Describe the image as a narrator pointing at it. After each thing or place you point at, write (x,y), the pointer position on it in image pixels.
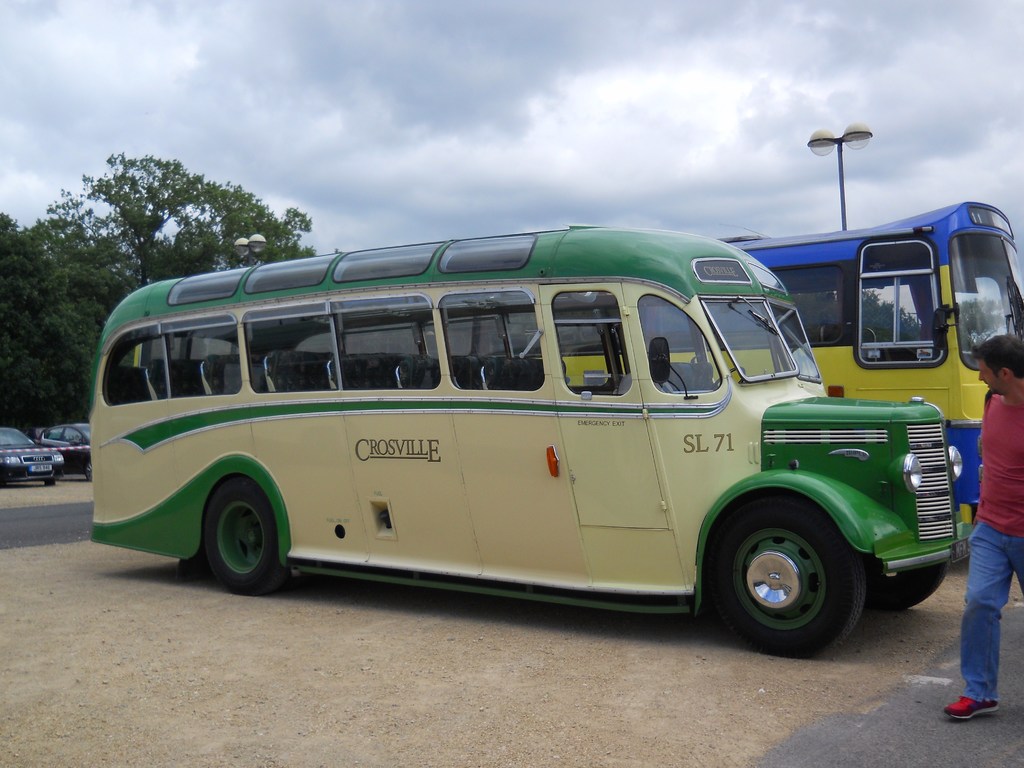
In this image there are a few vehicles (490,455) on the road (888,735) and there is a person (992,556) walking. In the background (76,292) there are trees (274,258), a pole (837,137) and the sky (847,171).
